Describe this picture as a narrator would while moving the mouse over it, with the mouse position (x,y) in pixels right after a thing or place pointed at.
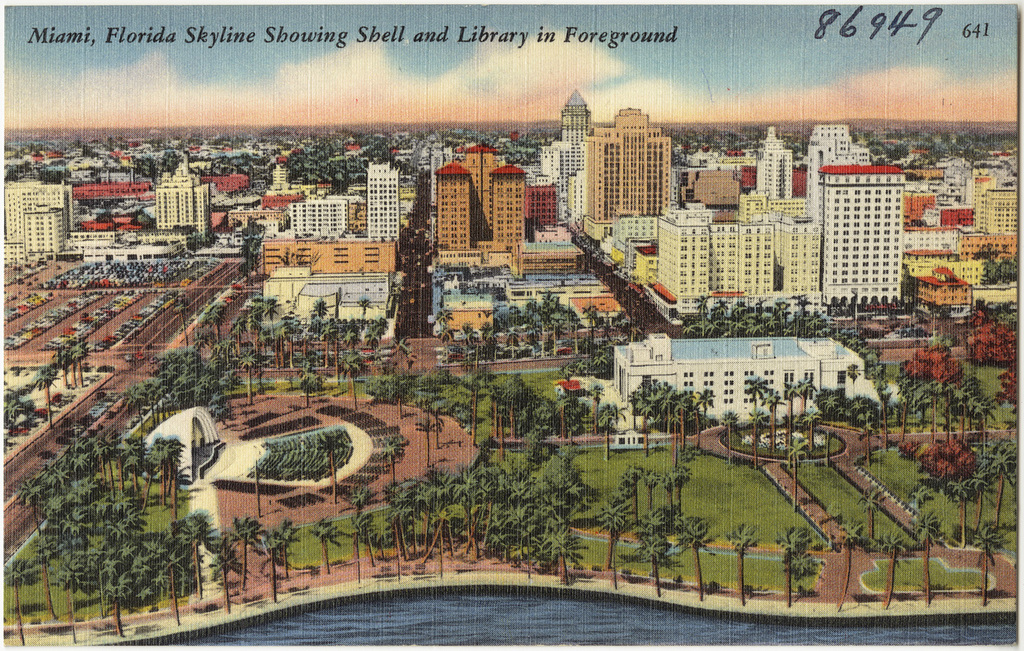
This is a poster (451,386) having image of water (220,633), trees (186,547), plants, buildings (765,182), vehicles (115,277) and grass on the ground (109,291) and there are clouds (556,77) in the blue sky (330,81). On this poster (767,125), there are numbers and a text (79,36).
